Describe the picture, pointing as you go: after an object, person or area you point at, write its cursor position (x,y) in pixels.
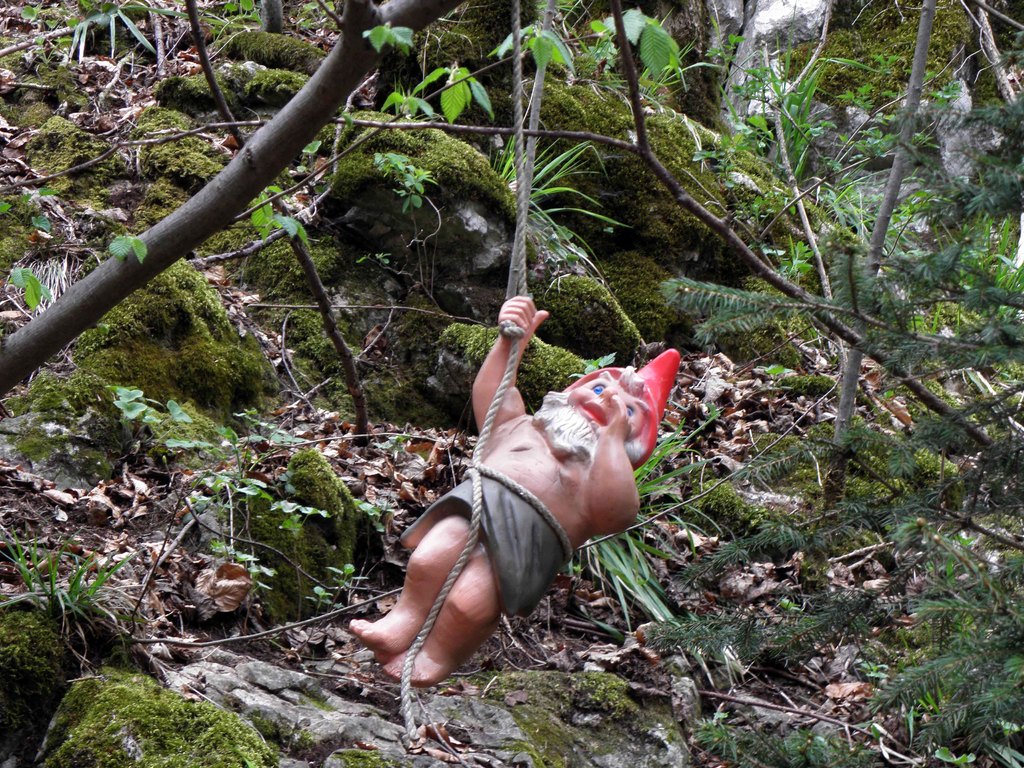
This image is taken outdoors. In this image there are a few rocks (257,741), trees (258,182) and plants (782,181) on the ground (760,615). There are a few dry leaves (134,510) and grass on the ground (726,511). In the middle of the image (534,414) there is a toy (556,538) tied with a rope (522,221).
